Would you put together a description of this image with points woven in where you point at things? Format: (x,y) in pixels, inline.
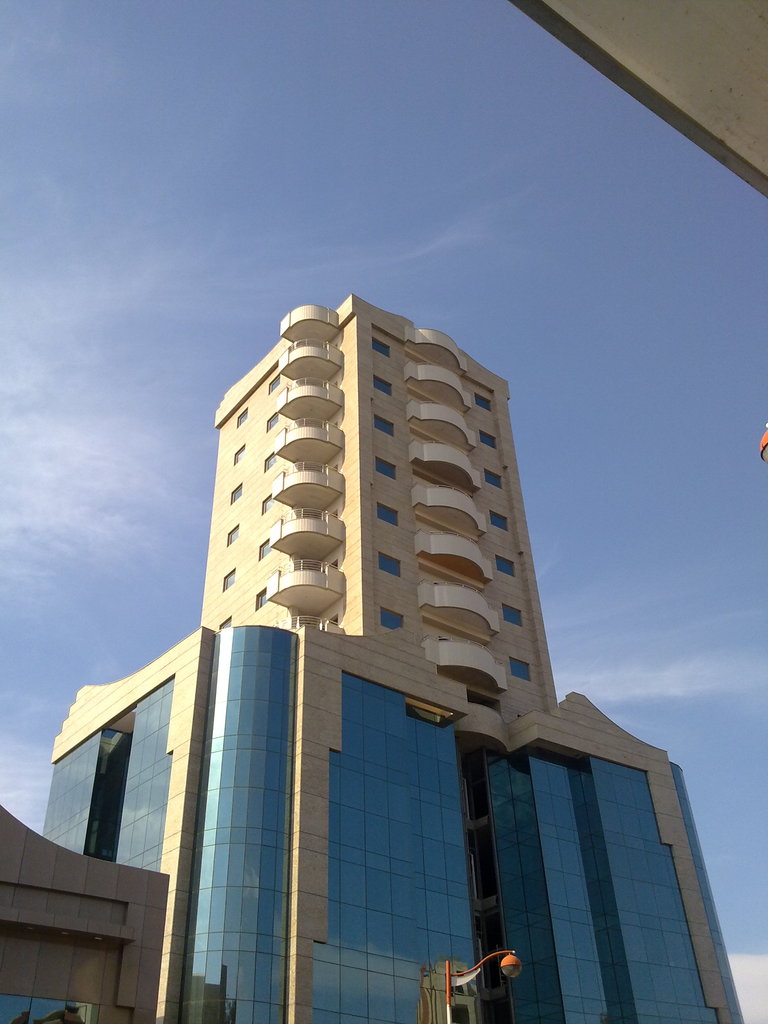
In this image there are buildings (356,611), we can see windows (426,973), there is a pole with light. And there is sky (184,293) at the top (184,293).
